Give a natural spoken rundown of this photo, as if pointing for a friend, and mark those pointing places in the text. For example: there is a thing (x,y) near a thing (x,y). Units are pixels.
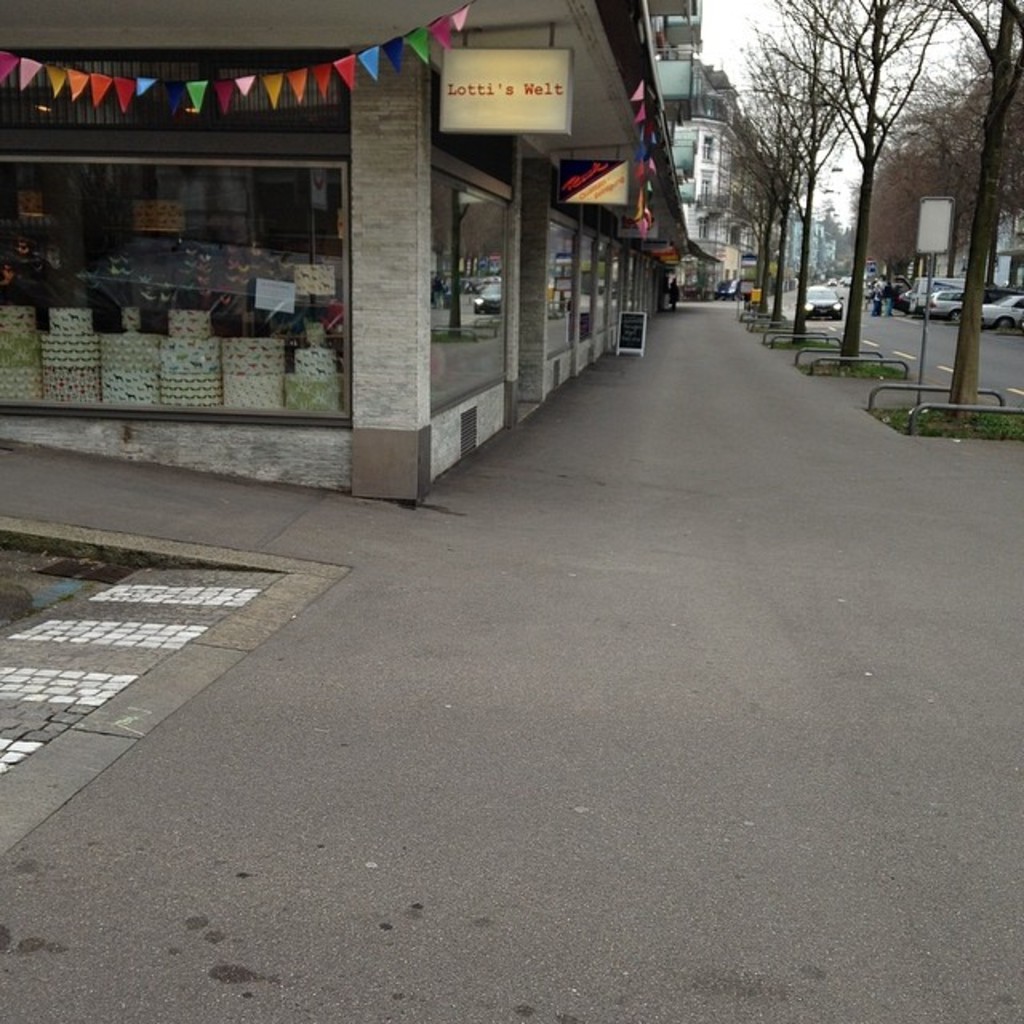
In this image there are a few cars (842,313) passing on the road (863,328) and there are a few other cars (903,307) parked on the pavement (675,401) and there are a few people (885,295) walking on the pavement (679,342), on the either side of the road (876,338) there are sign boards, trees (860,234) and buildings (346,354), in front of the buildings (422,229) there are shops (452,223) with name boards (502,94).
